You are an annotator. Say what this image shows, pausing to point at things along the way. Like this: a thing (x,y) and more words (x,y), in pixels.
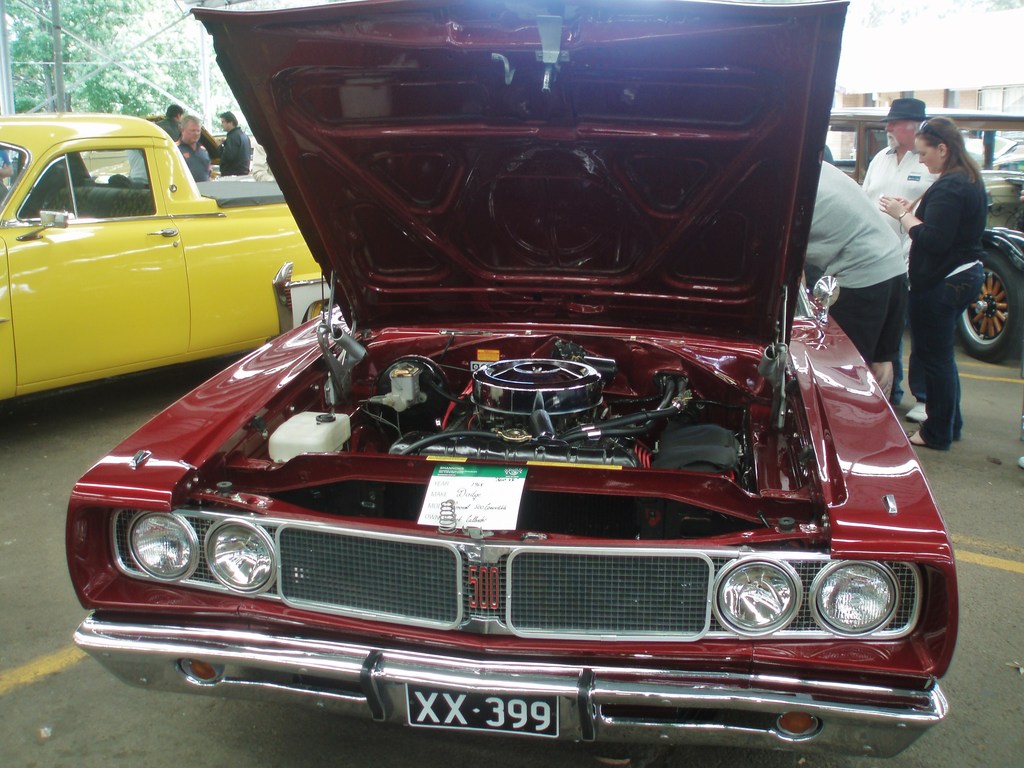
In the center of the image (518,387) there is a car (737,91). On the right side of the image (917,325) we can see the persons (854,339) standing at the car (843,352). On the left side of the image (41,367) we can see the car (63,356) on the road (141,383) and persons (191,133) standing at the car (179,165). In the background (93,46) there is a car (997,140), building (964,64) and trees (100,33).
